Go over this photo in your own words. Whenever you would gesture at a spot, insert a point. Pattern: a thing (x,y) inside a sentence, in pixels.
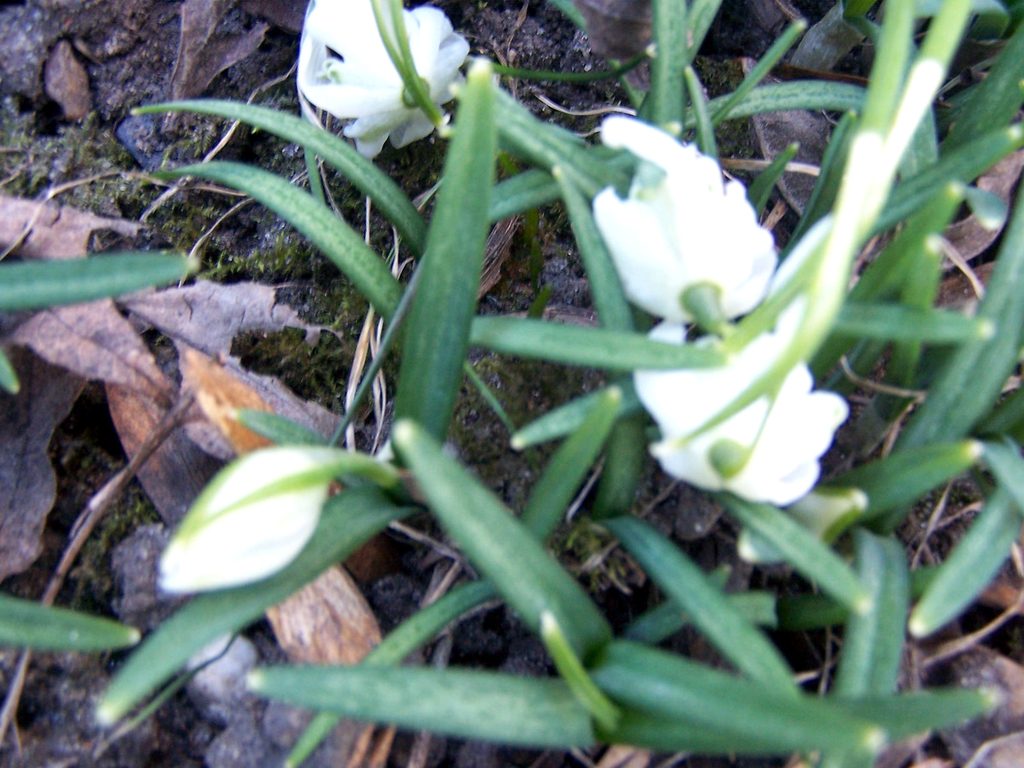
In this image there are small white color flowers (657,246) in the middle (672,274). On the left side (259,506) there is a small bud (285,542). At the bottom (662,668) there are plants (644,566). On the left side (96,370) there are dry leaves (103,331) and stones (133,133) on the ground (83,123).
